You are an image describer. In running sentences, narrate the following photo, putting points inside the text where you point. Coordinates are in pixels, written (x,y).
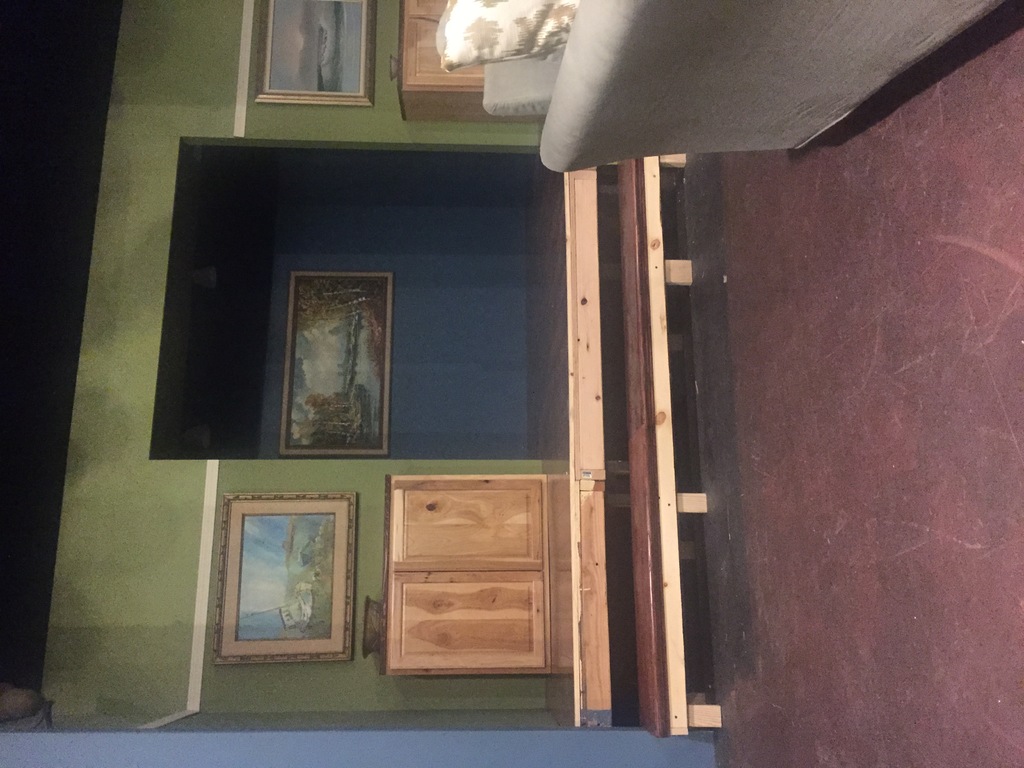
This is a tilted image, in this image on the right side (714,629) there is a floor (727,564) and in the top right (978,9) there is a sofa (579,35), in the background (88,538) there is a wall (78,526), on that wall (386,6) there are photo frames (293,18), near the wall (456,170) there are cabinets (545,610).
